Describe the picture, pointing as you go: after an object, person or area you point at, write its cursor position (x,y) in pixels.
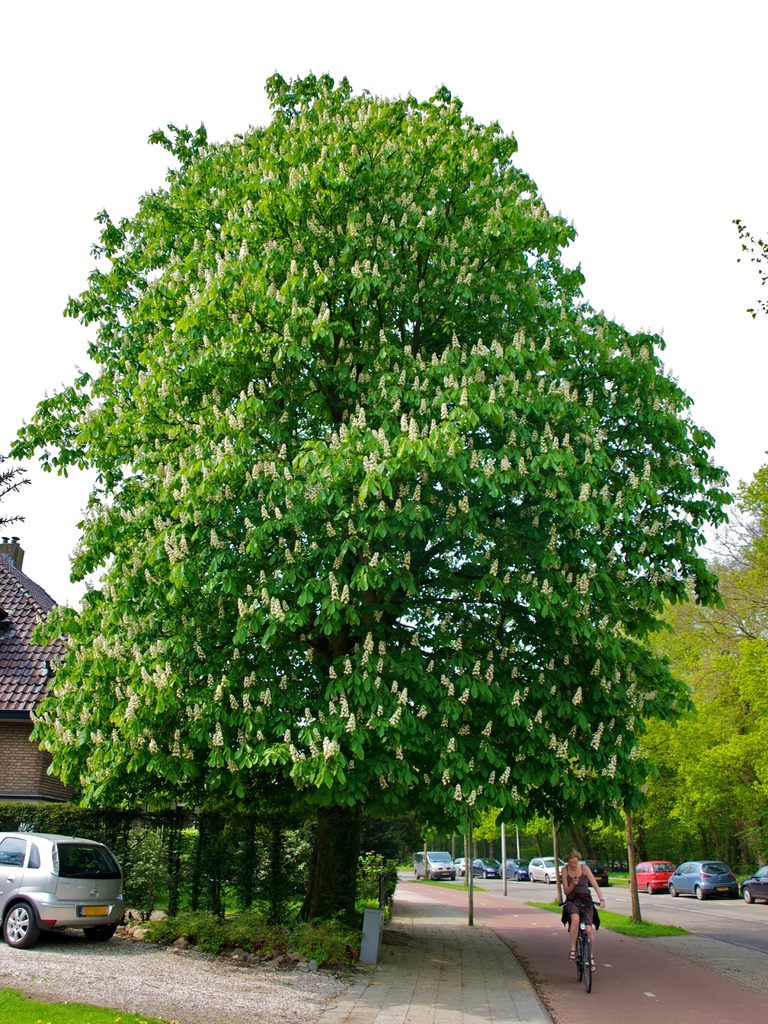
In the center of the image (510,358) there is a tree (430,579). To the left side of the image (33,591) there is a house (33,591). There is a car (22,834). To the right side of the image (727,701) there are trees (716,857). There are cars (683,868) parked on the road (720,917). There is a woman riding a bicycle (588,969) on the pavement (627,1007). At the top of the image (461,62) there is sky (494,94).
